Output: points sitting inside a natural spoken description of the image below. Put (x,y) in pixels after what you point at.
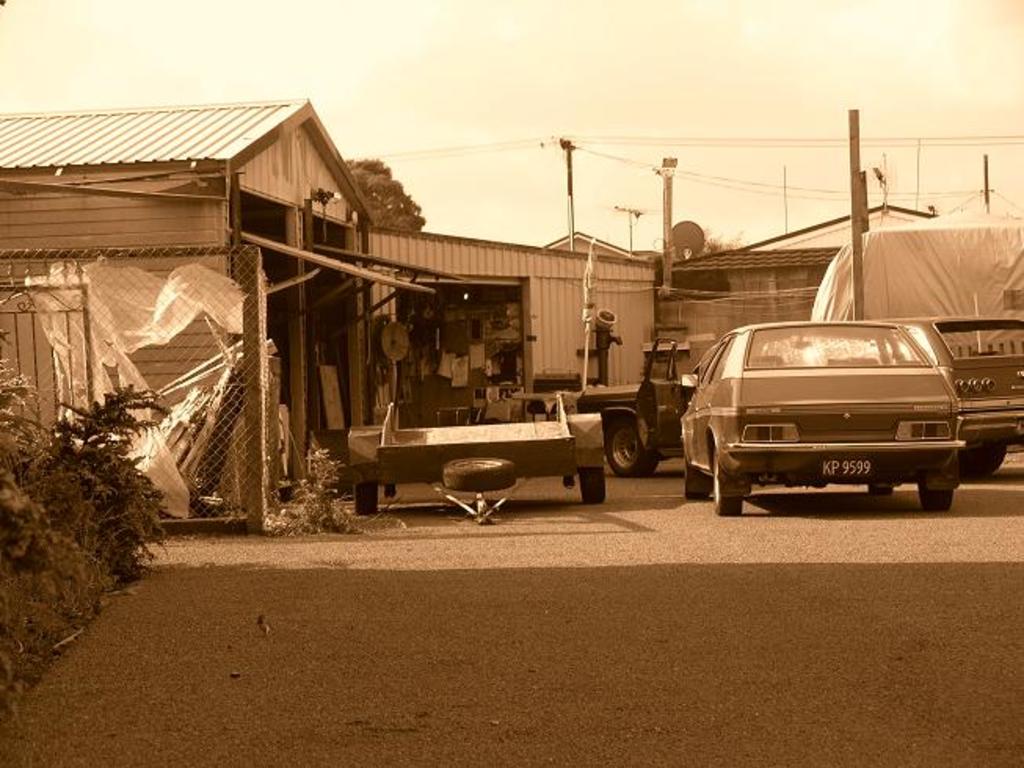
In this image we can see some vehicles (726,399) and there is a shed (357,229) which looks like a garage (363,246) and we can see some other objects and there are some plants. We can see a tree (419,215) and there is a house (737,287) in the background (742,274) and we can see the sky (891,62).
